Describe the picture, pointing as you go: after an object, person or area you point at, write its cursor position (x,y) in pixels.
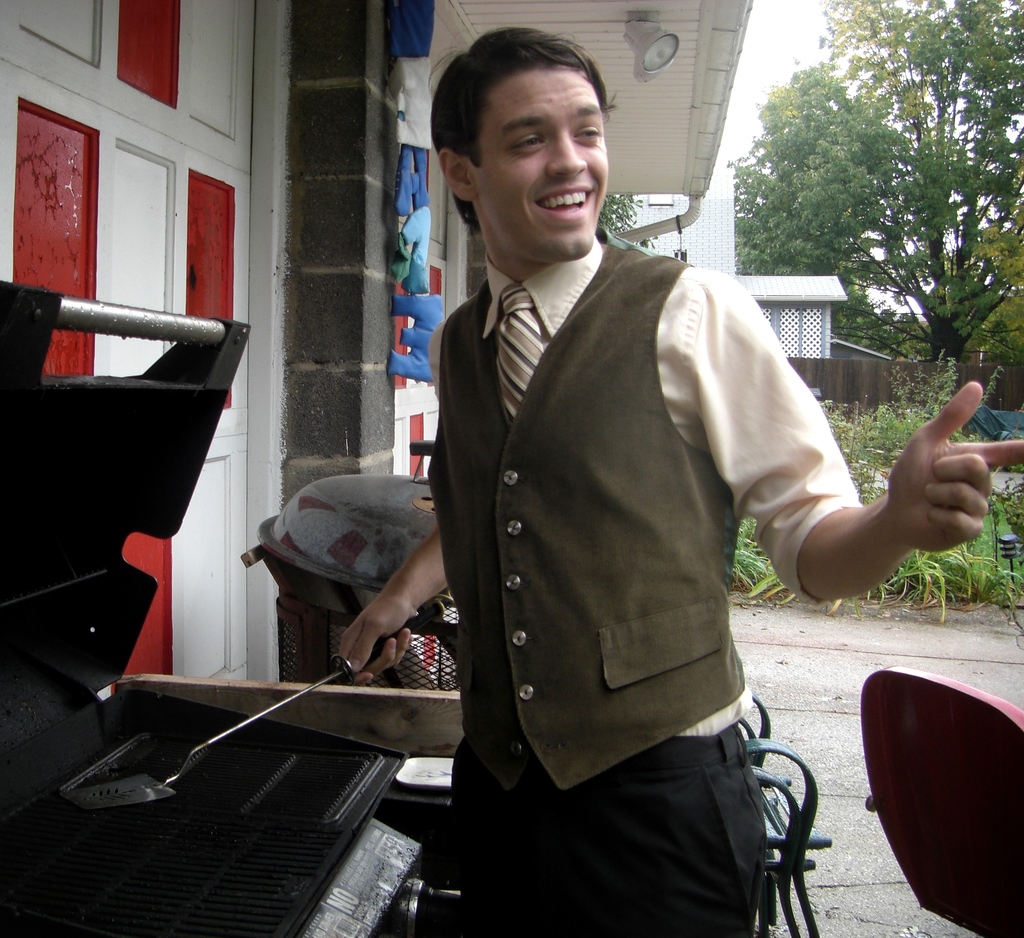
In the center of the image (534,410) a man (527,299) is standing and holding an object (201,747). On the left side of the image (189,463) we can see stove (38,413), wall (290,203), mesh (437,672). On the right side of the image (1012,109) we can see trees (1012,109), plants (1002,579), chair (1009,726), ground (854,695). At the top of the image (699,113) we can see roof (663,95), light (655,56), building (702,233), sky (788,45).
